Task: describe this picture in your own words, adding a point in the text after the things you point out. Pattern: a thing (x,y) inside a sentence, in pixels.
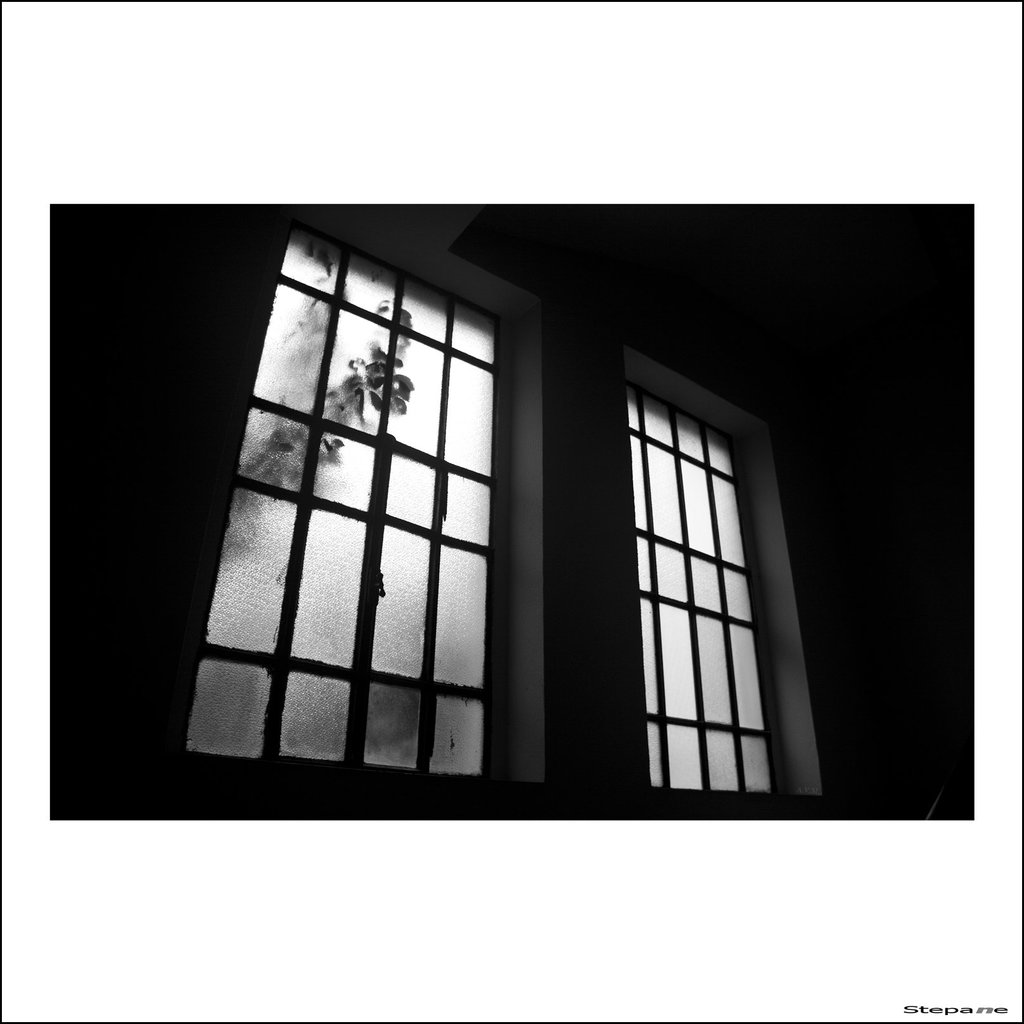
This is an image with the borders (852,18), in this image in the center (414,438) there is a window (329,428) and through the window (321,414) we could see plants (400,347) and also there is a wall (880,598).
